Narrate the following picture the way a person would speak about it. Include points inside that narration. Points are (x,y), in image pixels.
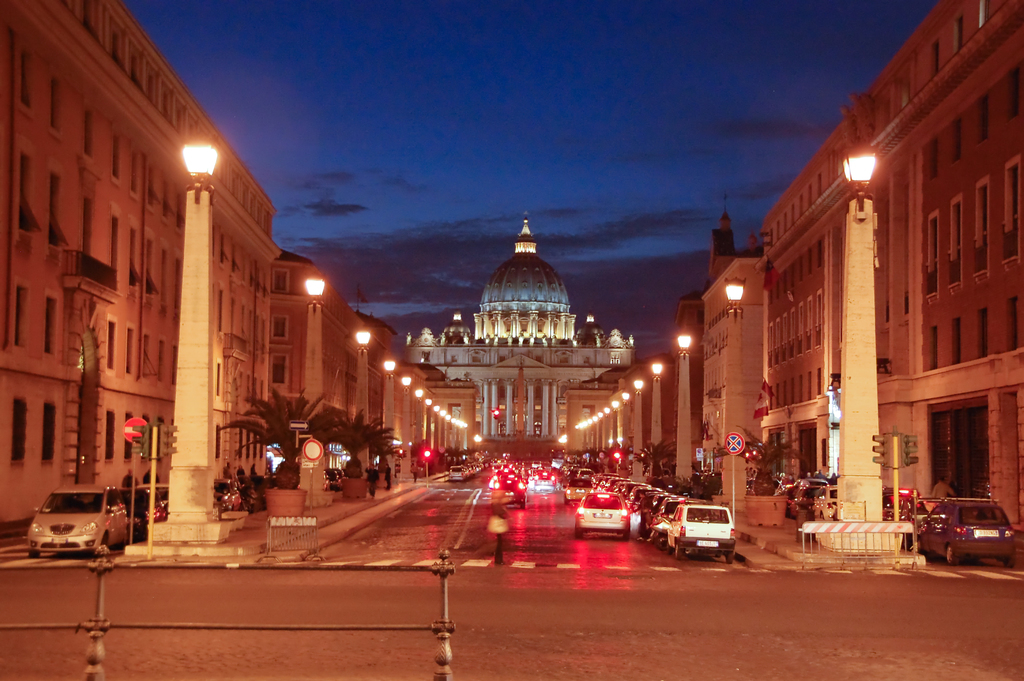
In this image there are buildings (694,454) and we can see lights (885,456). At the bottom (285,593) there is a road (234,603) and we can see vehicles (611,497) on the road (745,670). There is a fence (135,627). In the background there are pillars (209,225), trees (282,483) and sky (503,204).
